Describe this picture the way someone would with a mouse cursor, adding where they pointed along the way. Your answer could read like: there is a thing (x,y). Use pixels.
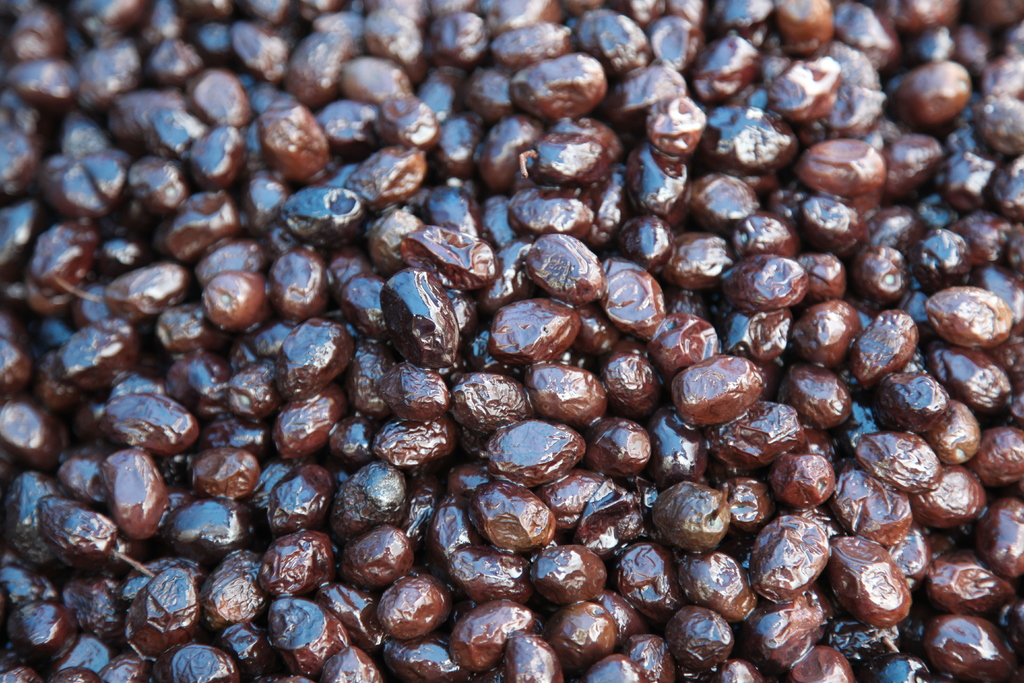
In this image we can see fruits (551,455) which are in brown color. This part of the image is blurred.
